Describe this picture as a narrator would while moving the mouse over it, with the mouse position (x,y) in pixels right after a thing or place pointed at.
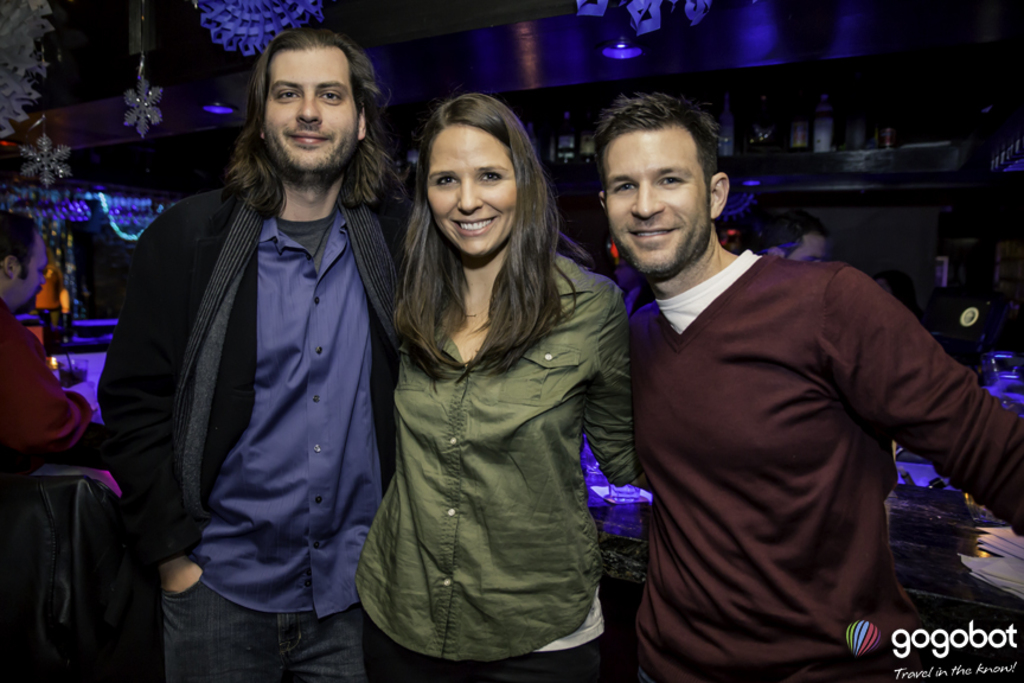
In this image we can see two men (736,444) and one women (496,411) are standing and smiling. One man (793,379) is wearing a brown color t-shirt (718,470) and the other man (284,459) is wearing a blue color shirt (310,365) with black jeans (280,623). The woman (443,597) is wearing a green color shirt (483,485) with black pant (497,675). Background of the image (864,166) we can see the bottles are arranged in rack (851,160) and people (794,223) are there. We can see one more man (31,348) on the left side of the image (36,427). There are some objects (233,23) in the left top of the image (271,7). We can see one watermark (915,635) in the right bottom of the image (933,638).
